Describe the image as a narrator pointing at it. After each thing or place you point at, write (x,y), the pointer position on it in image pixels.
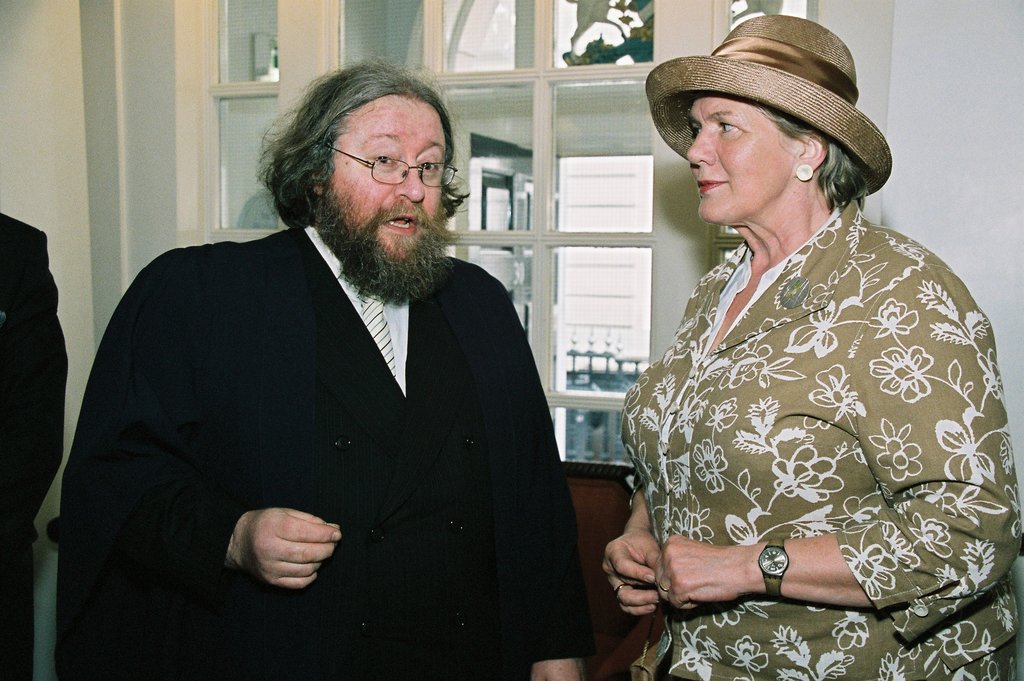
This picture is taken inside the room (932,136). In this image, on the right side (917,314), we can see a woman (867,317) wearing brown color hat (877,157). In the middle of the image (402,309), we can see a person (399,340) wearing black color dress (456,343). On the left side (55,333), we can also see hand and leg (16,642) of a person (10,624). In the background (667,183), we can see a glass window (651,182) and a wall (1012,345), outside of the glass window (637,245), we can see a wall (631,351) and a some metal grill (605,352), plants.
